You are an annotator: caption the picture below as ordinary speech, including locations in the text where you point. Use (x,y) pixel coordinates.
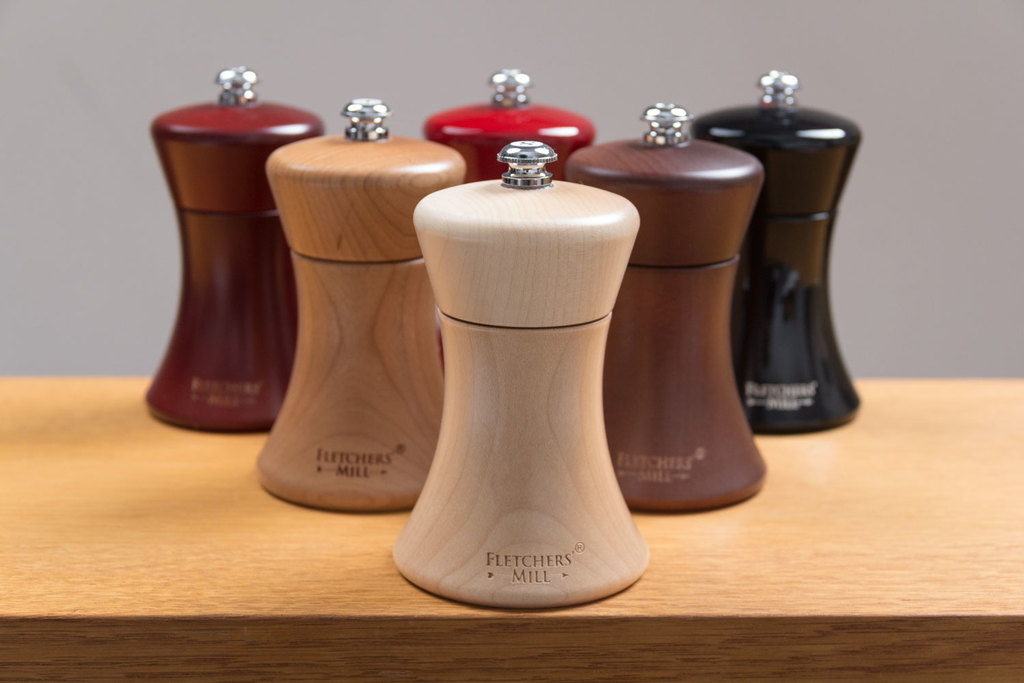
In this picture we can see beautiful salt and pepper bottles (598,410) placed on the wooden table top (1007,568). Behind there is a grey color wall (941,80).
